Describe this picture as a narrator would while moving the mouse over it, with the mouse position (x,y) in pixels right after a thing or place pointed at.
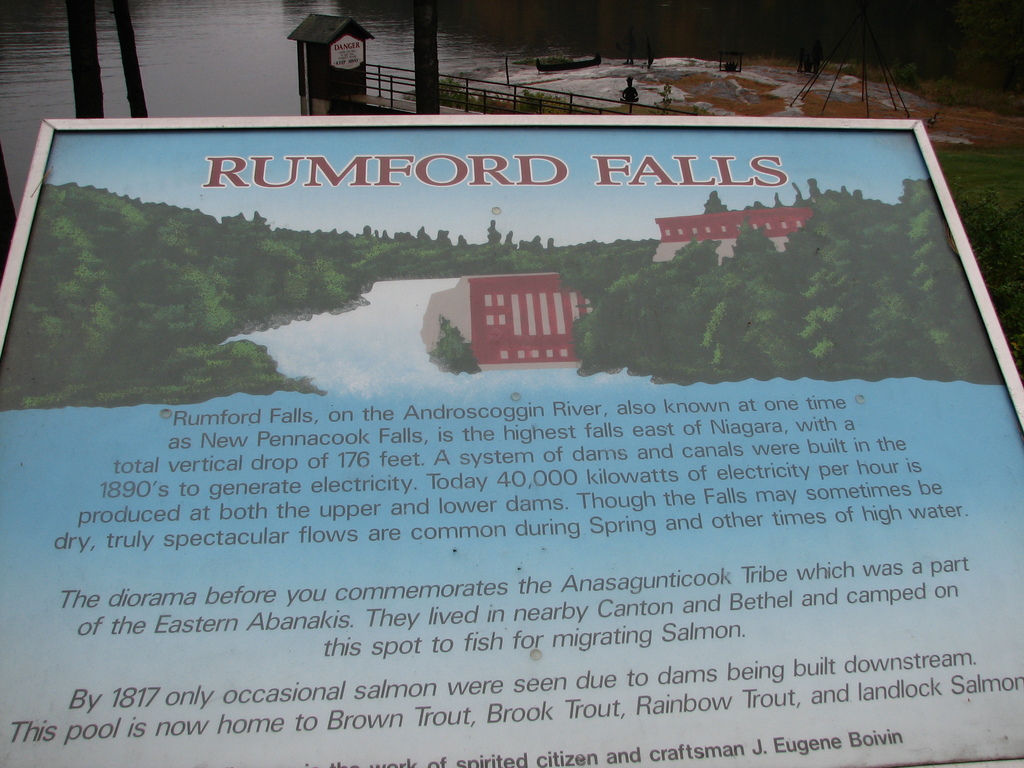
In this picture there is a board (59,731) in the foreground (876,564) and there is text (384,485) and there are pictures (882,369) of trees (717,327) and there is a picture (760,185) of a building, sky (606,226) and water (410,375) on the board (454,624). At the back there is a shed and there are objects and there is a railing (563,94) and there are plants (541,92). At the top (201,64) there is water (170,58).
